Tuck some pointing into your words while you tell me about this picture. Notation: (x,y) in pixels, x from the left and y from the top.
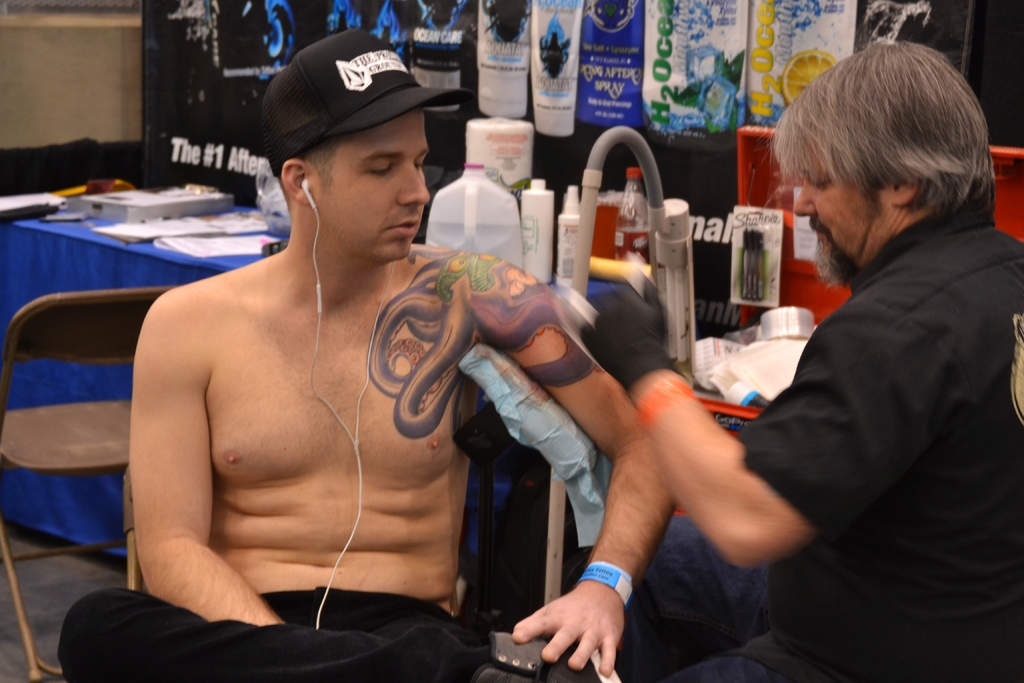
In this image we can see there are two people (639,503) sitting on the chair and one is tattooing the other's arm (577,376). And at the back (82,232) there is a table (164,252) with a cloth (157,268), on the table (76,224) there are bottles (537,225), pipe (678,240), box (721,345), can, paper (787,344) and a few objects (704,366). And there is a wall (141,58) with banner (600,83) and image (601,64).
